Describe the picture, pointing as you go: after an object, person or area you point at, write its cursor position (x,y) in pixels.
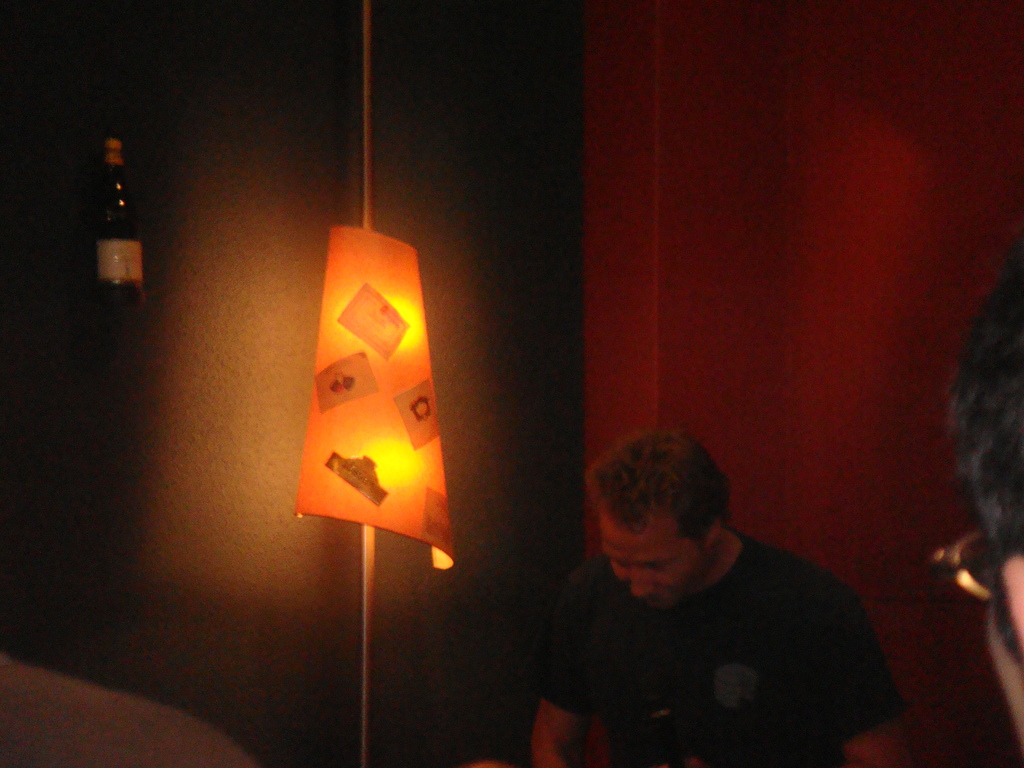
On the bottom right (851,683), there are two people (833,686), in the middle (411,309) there is a light (334,397), at the top (109,236) there is a bottle (102,256), in the background (304,122) there is a wall (480,86).
